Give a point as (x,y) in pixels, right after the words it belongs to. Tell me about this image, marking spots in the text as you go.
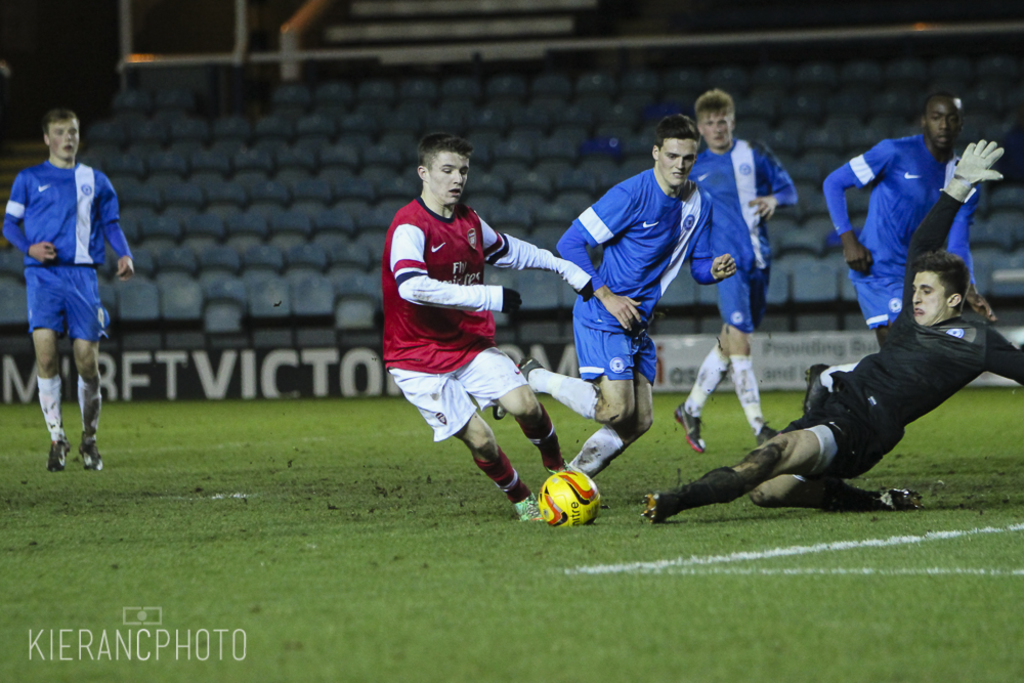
In this image there are group of people (612,285) playing a football. There is a ball (579,489) in the stadium (368,469). At the back side (323,223) there are chairs (308,217).
